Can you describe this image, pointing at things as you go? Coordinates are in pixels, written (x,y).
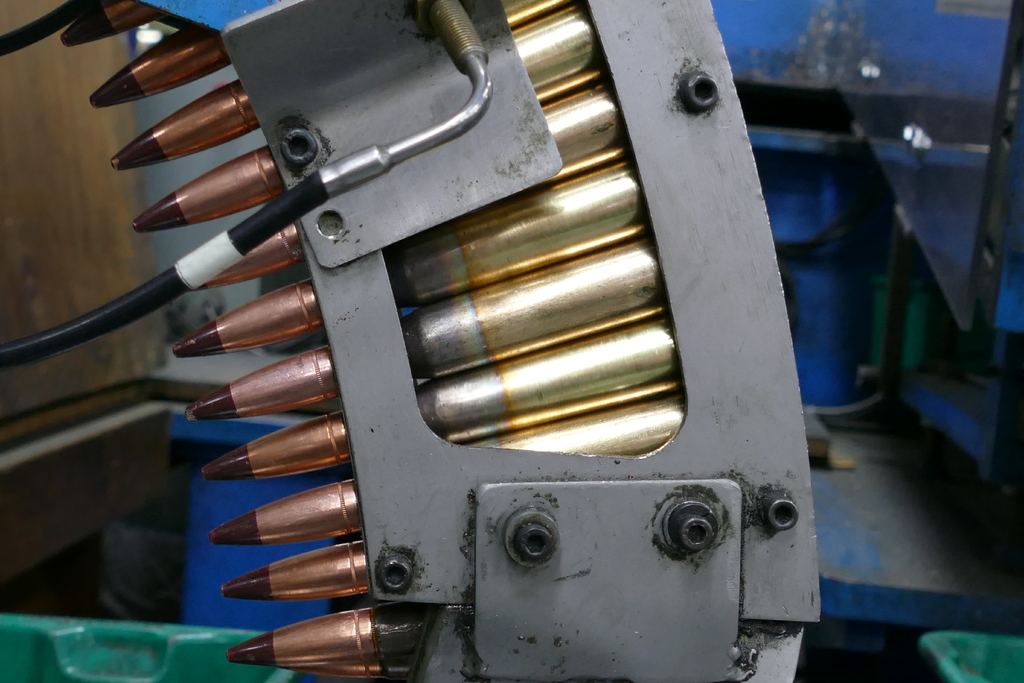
In this picture I can observe some bullets (217,206) in the magazine (599,580). Bullets (269,388) are in gold color. In the background (119,137) I can observe a wall (48,38).
